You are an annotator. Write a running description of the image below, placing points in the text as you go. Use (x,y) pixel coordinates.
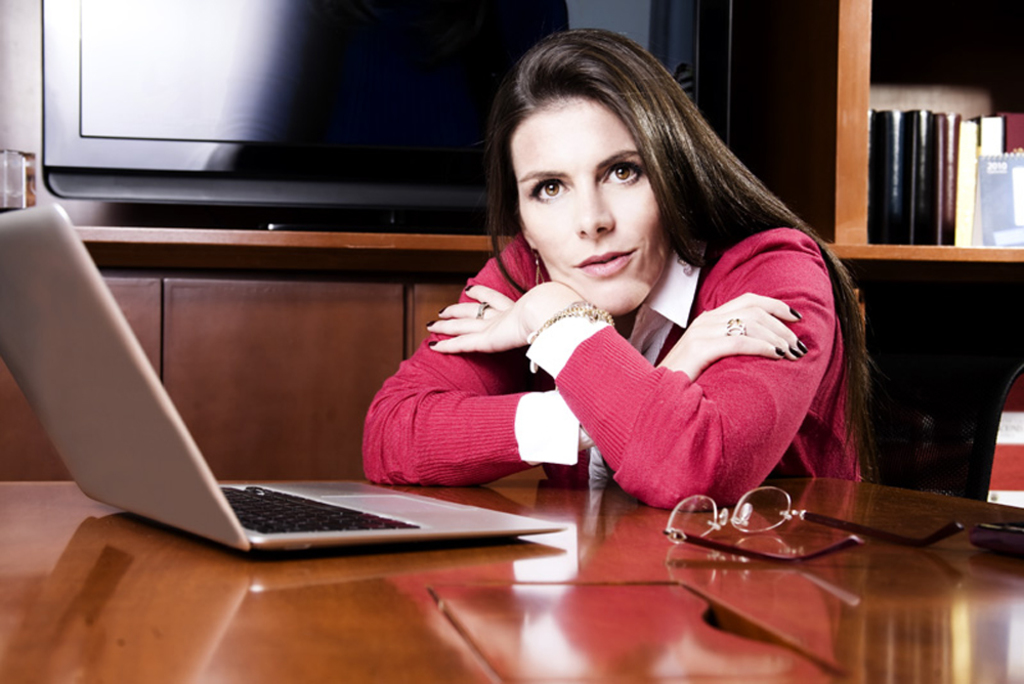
In this picture we can see a woman (831,468) sitting on a chair (952,471) in the center (422,406). This is a wooden table (357,632) where a spectacles (688,535) and a laptop (262,508) are kept on it. This is a television (231,142) and these are books (927,150).
